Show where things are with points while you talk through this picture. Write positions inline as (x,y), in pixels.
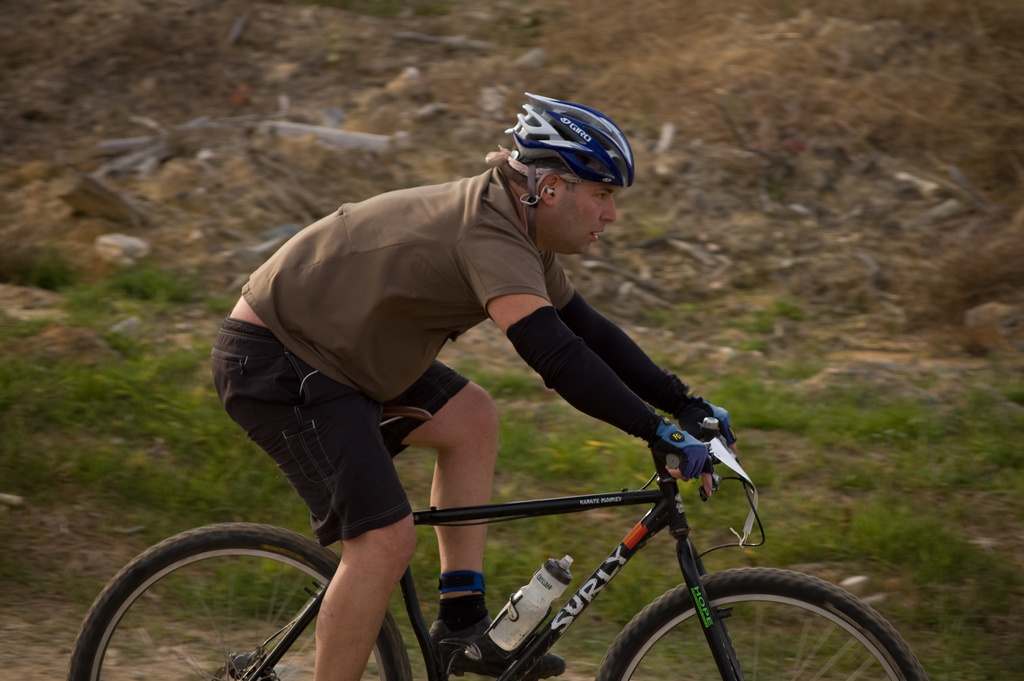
In the image we can see a person (455,293) wearing clothes (391,402), socks (451,608), shoes (456,639), helmet (560,140), gloves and the person (440,641) is riding on the bicycle (630,627). Here we can see the grass (859,408).
